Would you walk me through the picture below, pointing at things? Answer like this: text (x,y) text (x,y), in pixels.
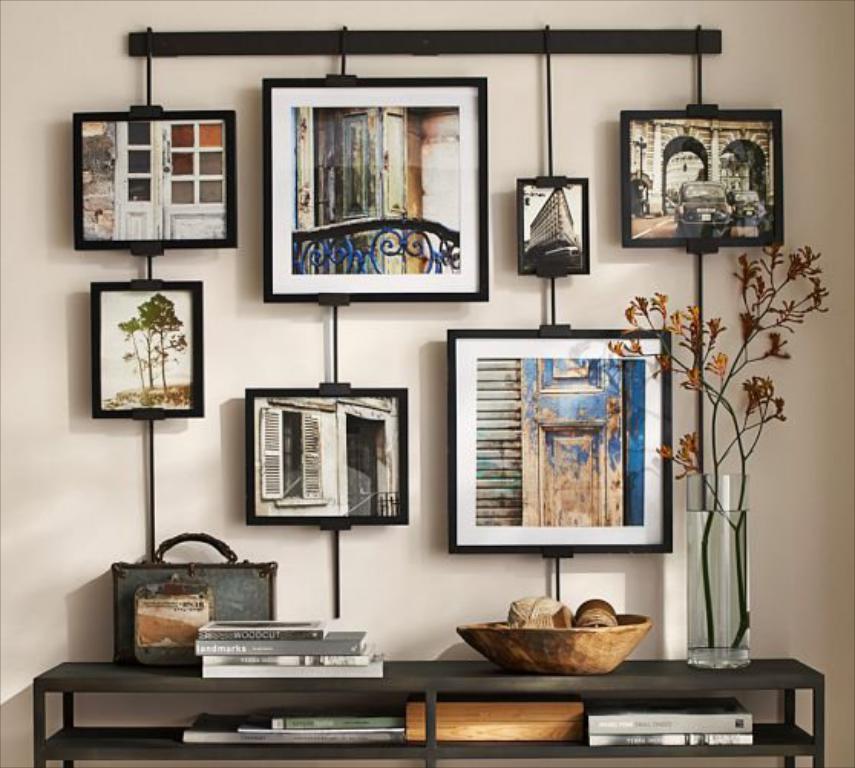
This is the picture of a room (296,181). In this image there are frames (368,439) on the wall (260,540). There are books (282,668) and there is a basket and flower vase (709,662) on the table (371,754). There are pictures (720,181) of buildings (658,198) and trees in the frames (683,190).
